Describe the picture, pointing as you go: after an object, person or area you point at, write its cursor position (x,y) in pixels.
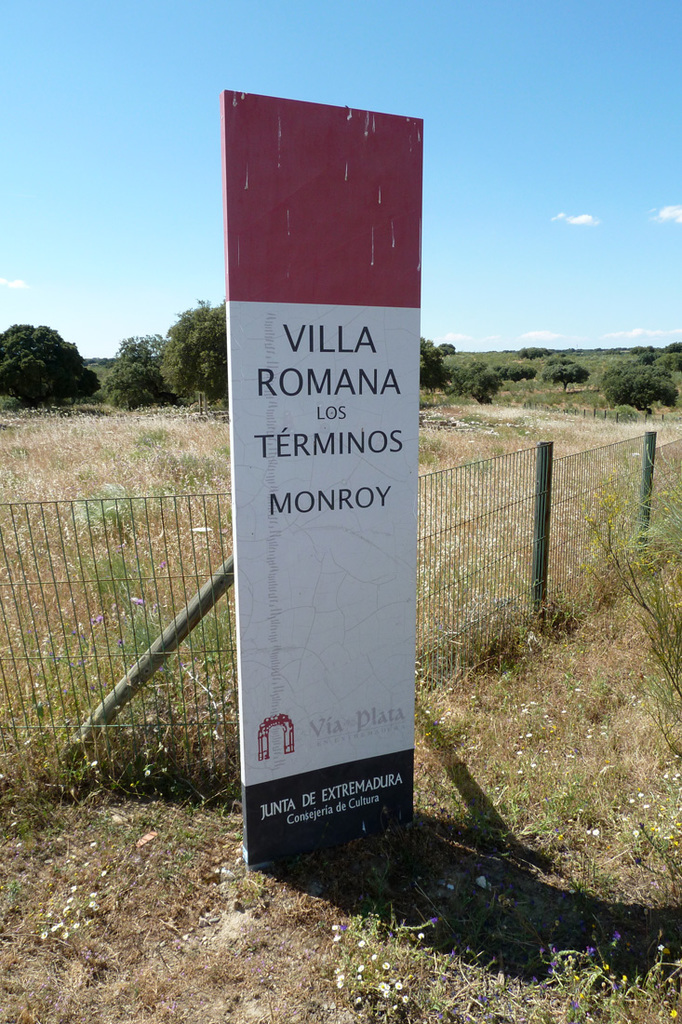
In this picture there is a banner (411,187) near to the fencing (493,580). In the background (630,364) i can see the farmland (577,440), trees (641,368), plants (674,413) and grass (588,437). In the top right (494,11) i can see the sky (554,244) and clouds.
